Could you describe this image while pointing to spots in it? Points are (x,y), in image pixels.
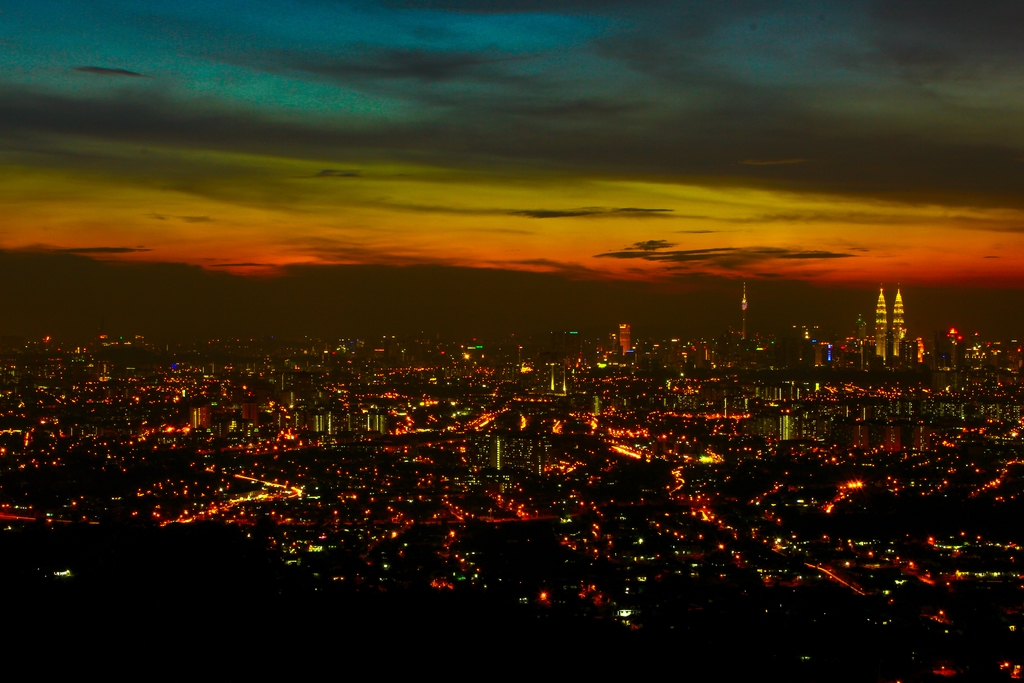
In this picture we can see many buildings (963,341) and colorful lights (707,453) from left to right. Sky (272,171) is cloudy.
